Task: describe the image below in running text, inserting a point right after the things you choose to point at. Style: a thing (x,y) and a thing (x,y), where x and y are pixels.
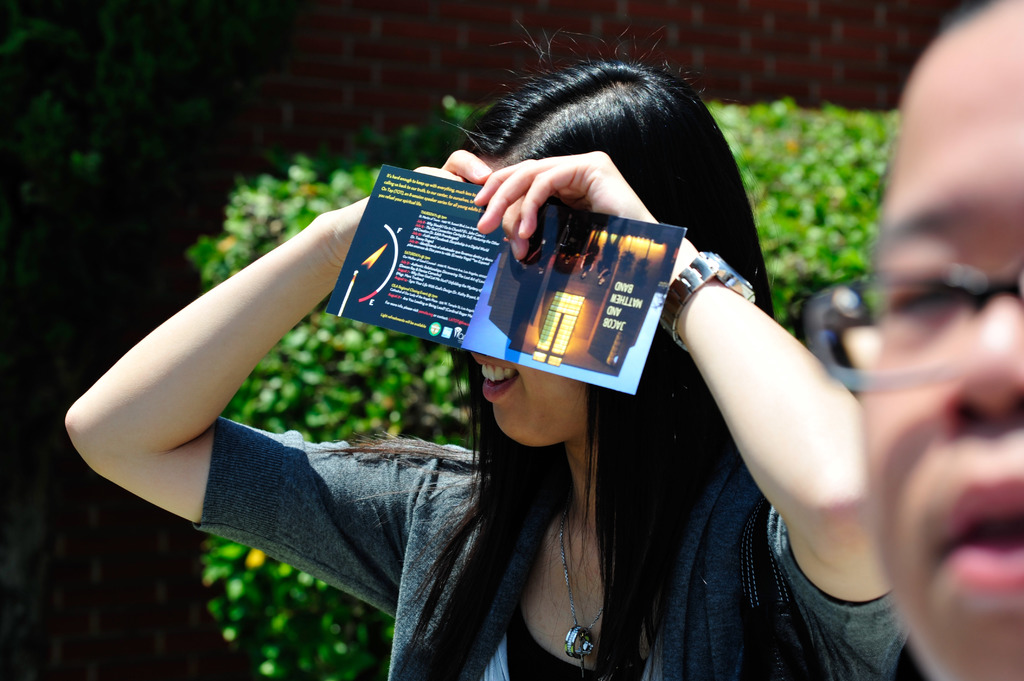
In this image there is a woman (586,484) holding a paper (546,250). She is wearing a watch (720,279). Behind her there are plants (830,168). Right side (994,527) there is a person (930,375) wearing spectacles (912,364).
